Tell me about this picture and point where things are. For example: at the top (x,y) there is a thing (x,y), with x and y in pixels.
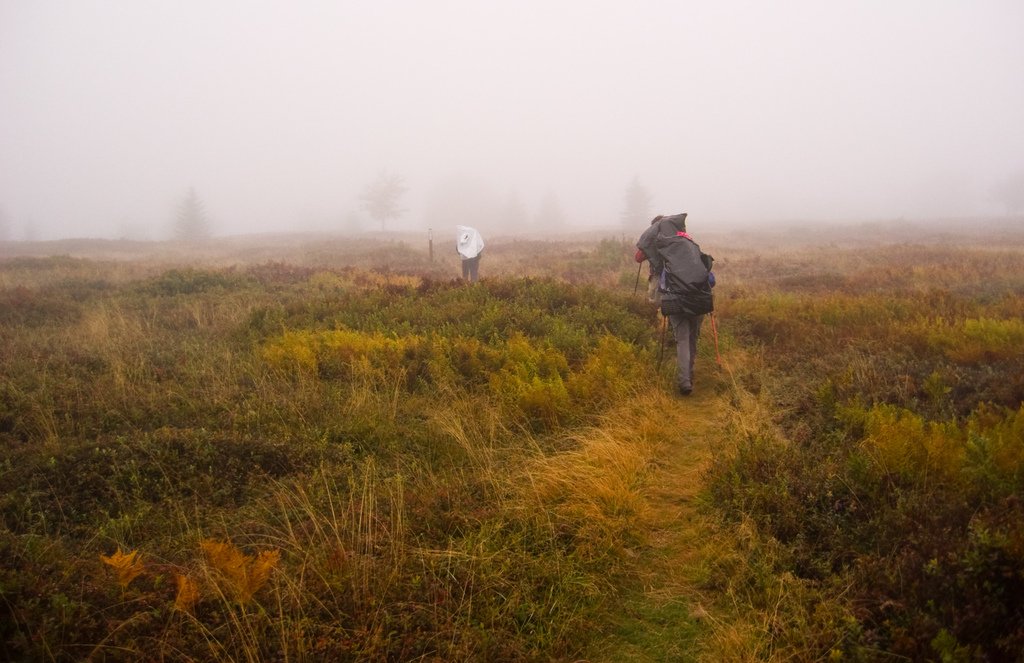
In this picture we can see some people (646,254) walking here, this person (689,319) is carrying a backpack (685,297), at the bottom (520,516) there is grass (522,522), we can see fog (614,192) and some trees (632,187) in the background (402,219).
